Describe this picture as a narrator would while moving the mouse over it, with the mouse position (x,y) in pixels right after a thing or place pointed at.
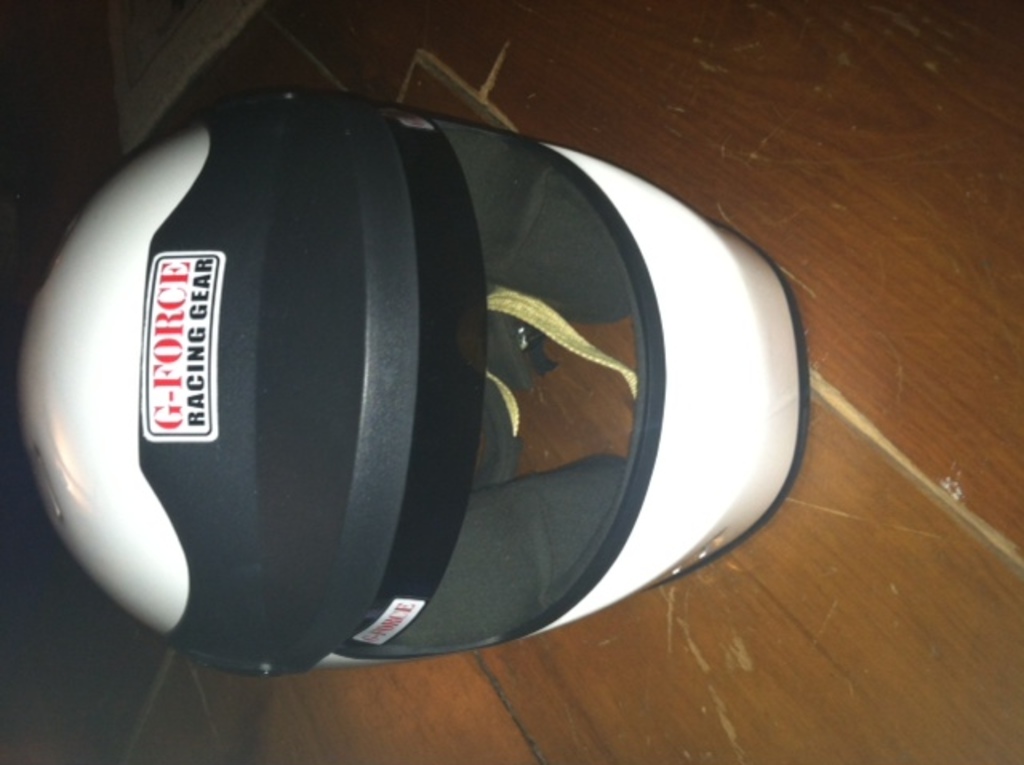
In this image we can see a helmet (789,304) placed on the floor (414,676).
